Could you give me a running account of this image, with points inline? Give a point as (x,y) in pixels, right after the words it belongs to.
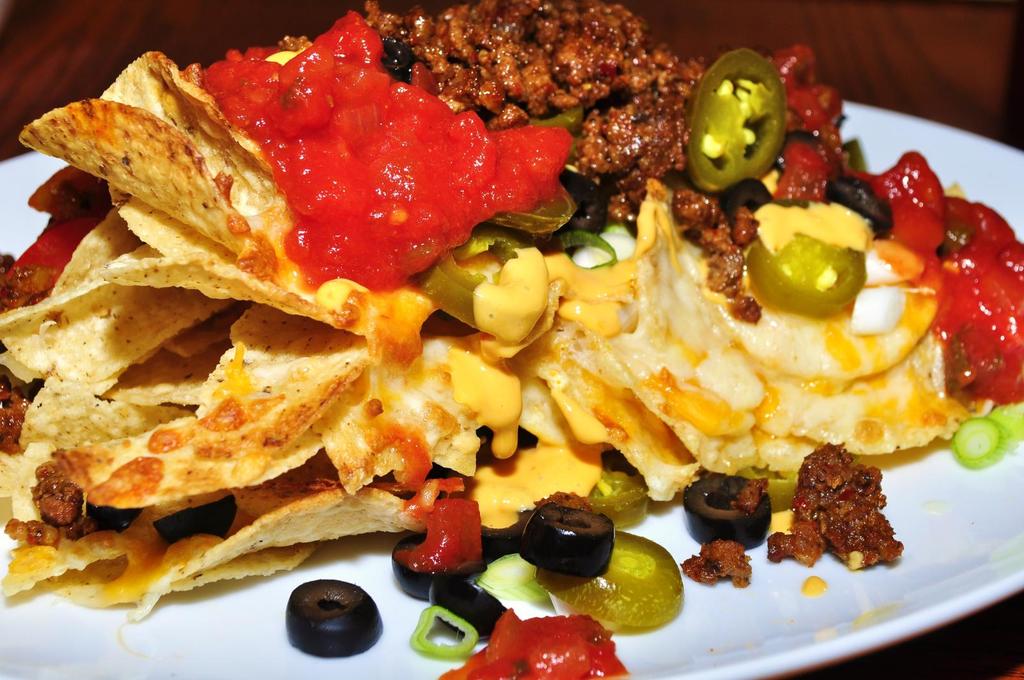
In this image we can see some food item (642,375) on the plate (937,531) which is on the table (918,72).
